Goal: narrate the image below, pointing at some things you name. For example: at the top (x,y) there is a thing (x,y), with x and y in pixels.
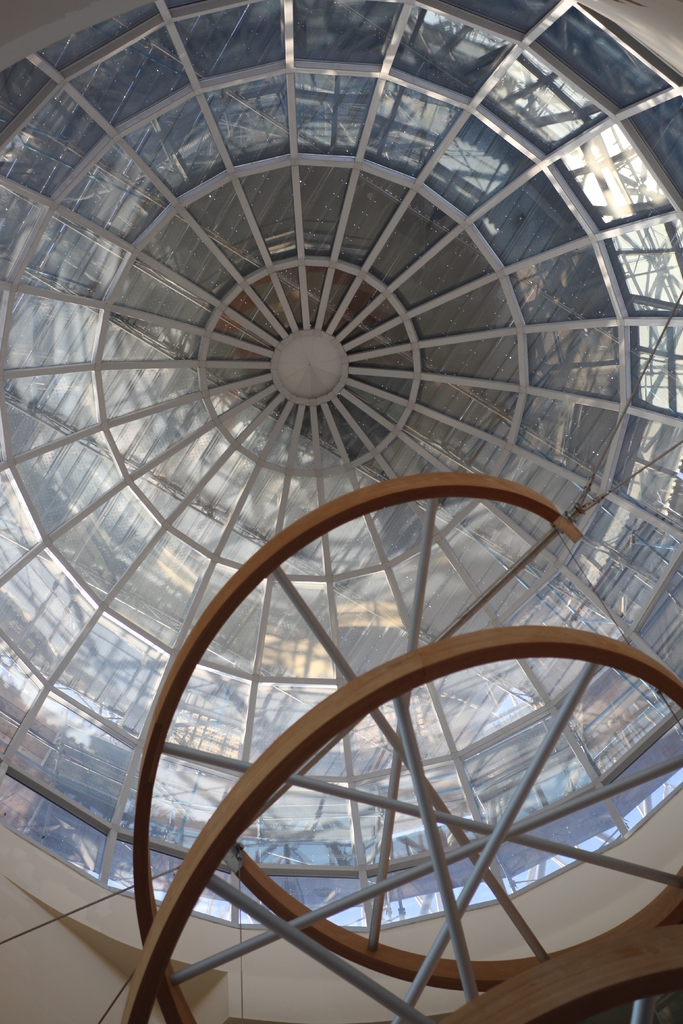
In this picture we can see a roof top (524,740) of a building (399,49) and rods (253,778).
